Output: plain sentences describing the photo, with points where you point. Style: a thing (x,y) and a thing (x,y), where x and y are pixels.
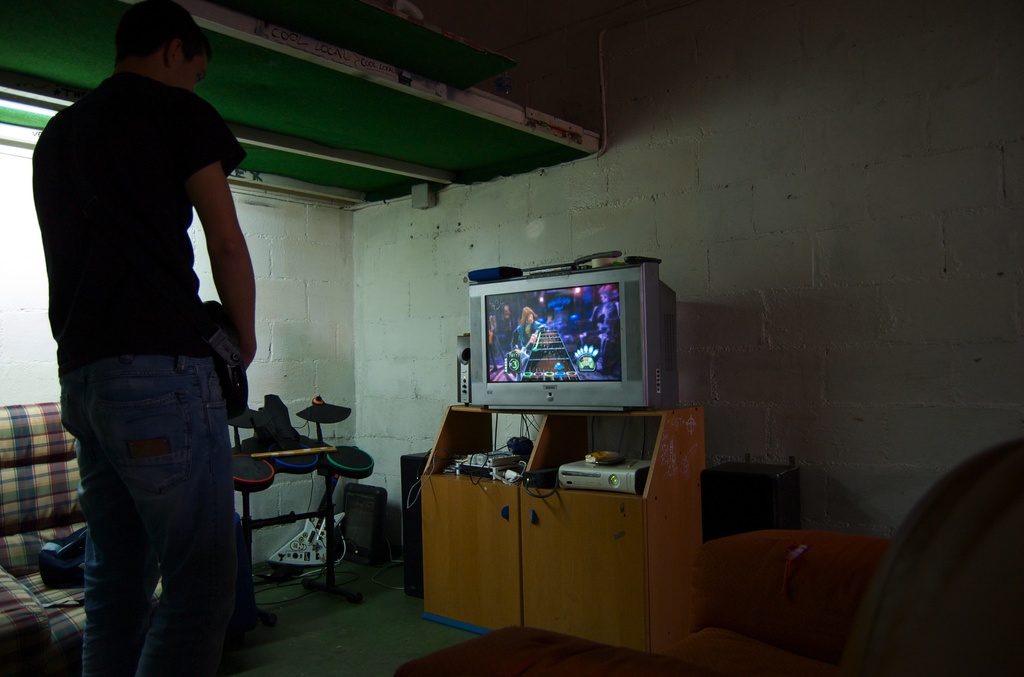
In this picture we can see a man (117,209) is standing on the floor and in front of the man (104,425) there is a television (576,360), cables (527,464) and other things (480,501). Behind the television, there is a wall (503,441) and on the left side of the man (120,519) there is a chair (29,503) and other things (246,493).
